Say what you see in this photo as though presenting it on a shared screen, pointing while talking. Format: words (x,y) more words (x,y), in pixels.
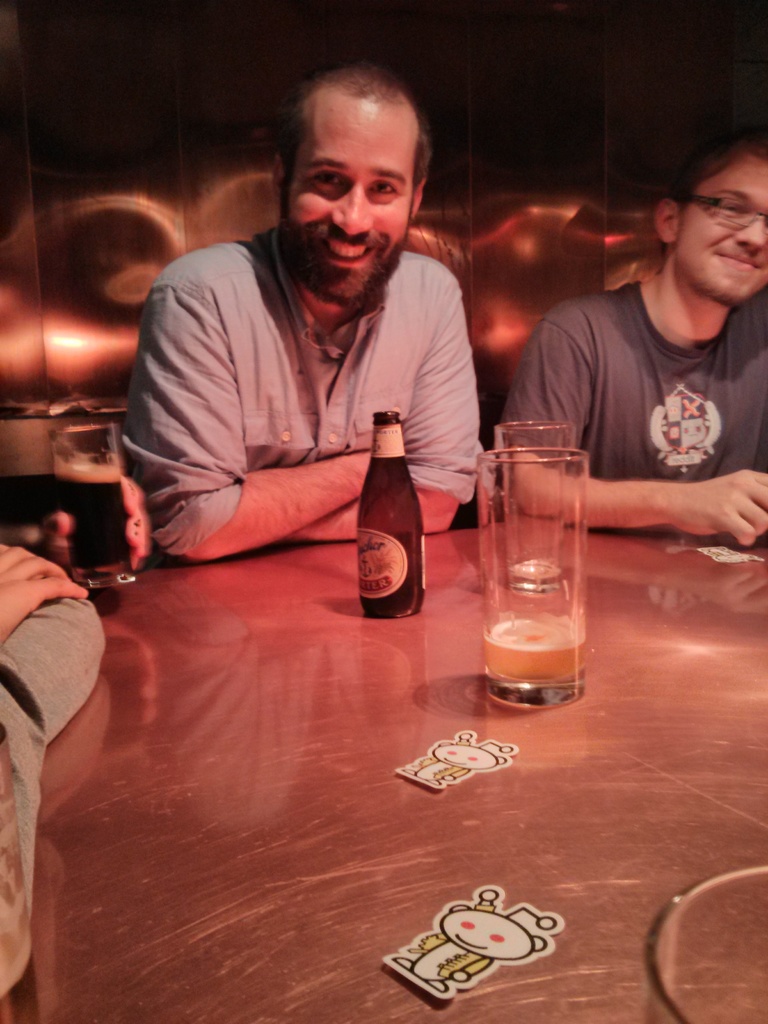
The image looks like it is clicked inside a restaurant (565,188). There are three persons (692,275) in the image. To the right (746,389) the person (707,371) is wearing a t-shirt (634,434) sitting in front of the table (671,626). In the middle (392,393) the man (310,435) is wearing gray color shirt (404,345) and smiling. To the left (30,641) there is a man (24,693) sitting.
